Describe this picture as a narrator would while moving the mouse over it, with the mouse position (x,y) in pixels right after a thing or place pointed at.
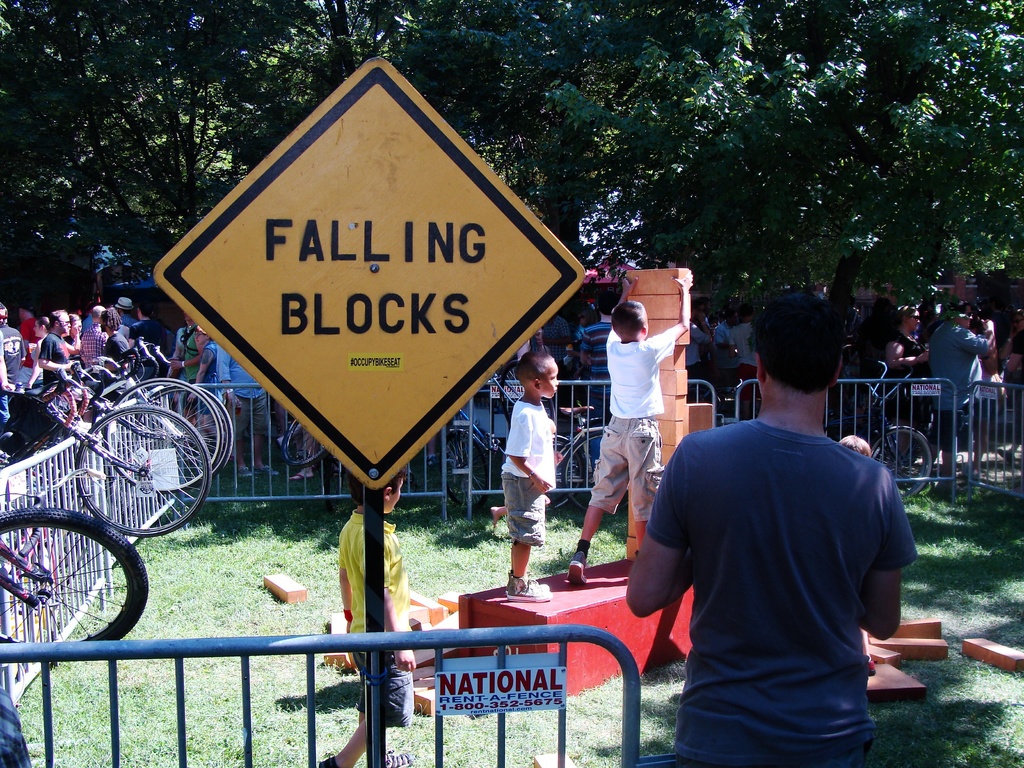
In the foreground of the picture (122,463) there are people (712,524), bricks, railing (57,551), bicycle (35,533), grass (501,528), board (307,255) and other objects (169,455). In the background (866,59) there are people (48,360), bicycles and trees (249,138).
